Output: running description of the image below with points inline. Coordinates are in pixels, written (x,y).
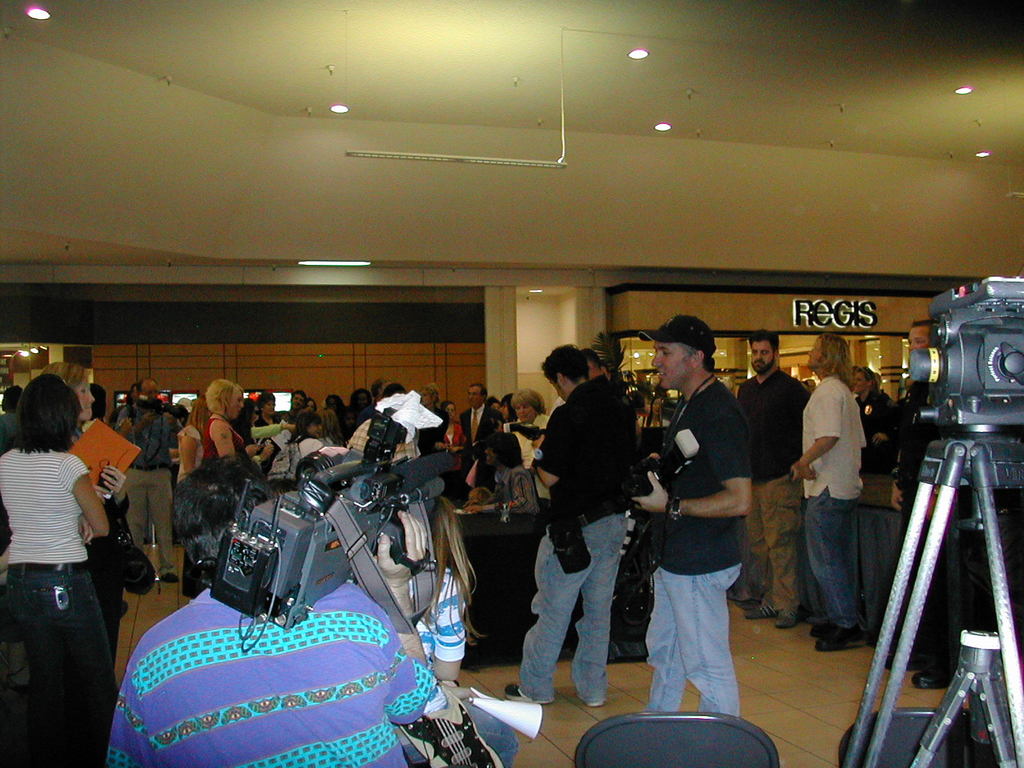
In this image there are group of persons (855,469) inside a hall (293,398) few are holding cameras (667,469) in their hands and few are holding books (127,448), on the right side (993,403) there is a camera (994,389), in the background (321,339) there is a wall (638,315), at the top (215,81) there is a ceiling (970,58) and lights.
